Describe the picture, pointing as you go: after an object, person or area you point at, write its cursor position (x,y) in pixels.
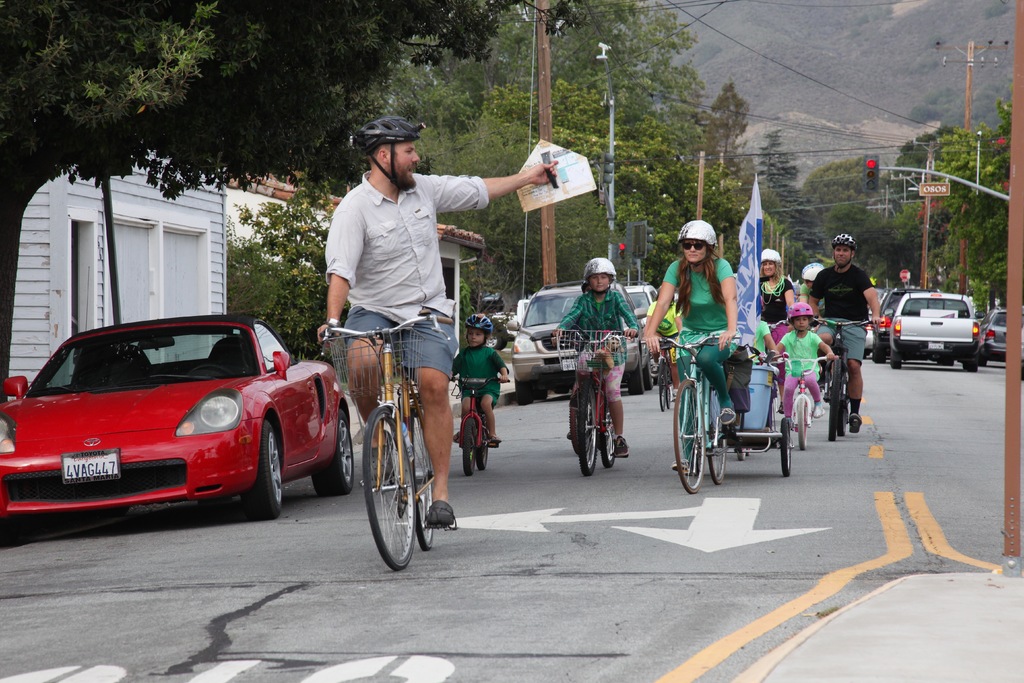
The image is taken on the streets (306,536) of a city (319,385). In the foreground of the picture (436,337) there are people (716,313), bicycles (585,388), road (655,473) and vehicles (651,356). On the left (204,224) there are buildings (204,224) and trees (471,155). In the center of the picture (619,257) there are cars (937,319), boards (929,185), poles (610,214), signal light (875,165), cables (745,159), trees (822,189) and other objects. In the background (844,147) we can see hills (814,84).
